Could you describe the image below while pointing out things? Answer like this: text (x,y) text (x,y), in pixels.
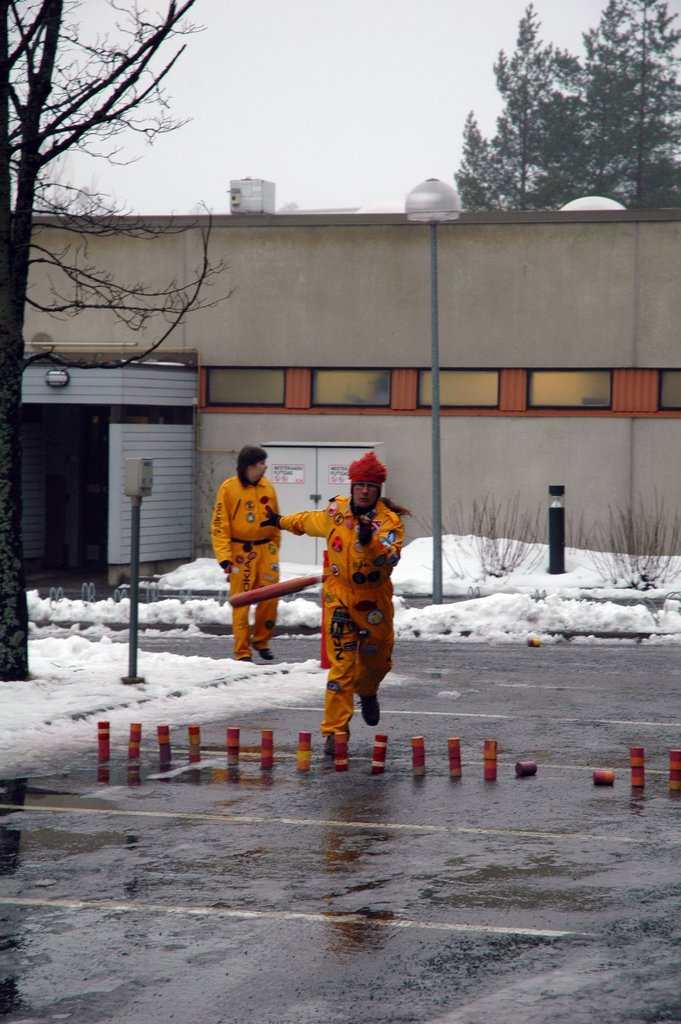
In this image there is a lady (363,591) running, there are few objects (373,758) placed on the road (442,761), behind her there is another lady (246,630) standing. On the left side of the image (70,641) there is a tree (7,498) and there is snow (68,685) on the road (474,701). In the background (235,341) there is a building (292,363), trees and the sky (405,99).
